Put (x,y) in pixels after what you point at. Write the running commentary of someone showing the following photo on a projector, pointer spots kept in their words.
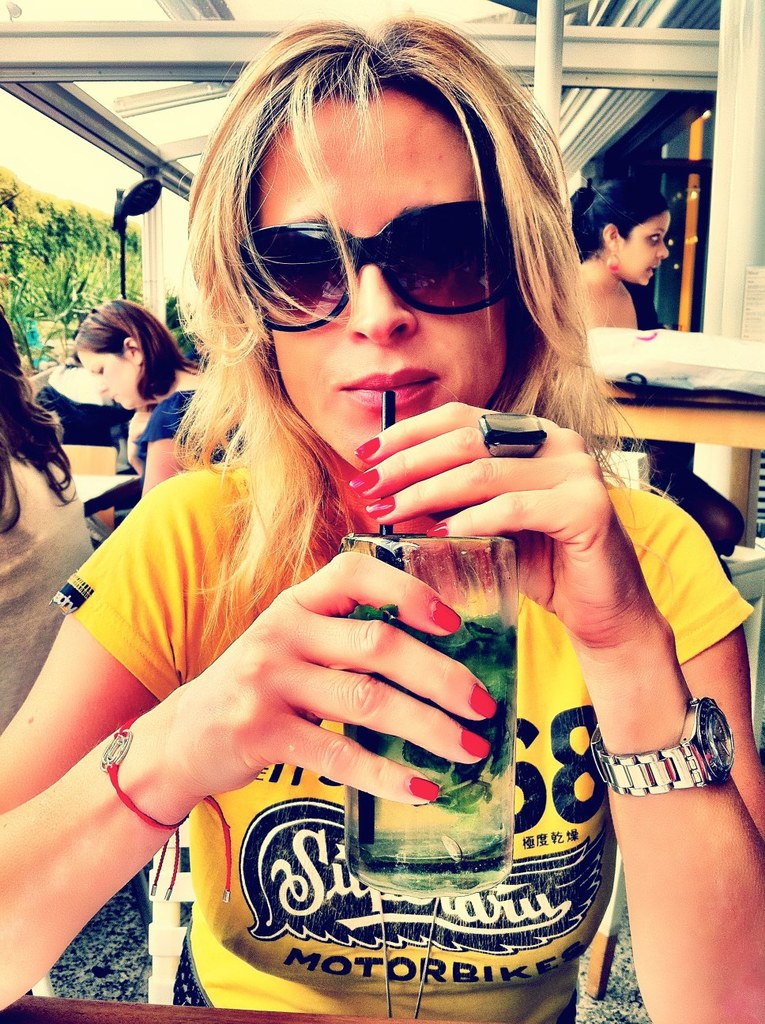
In the middle of the image (415,612) a woman (517,336) is sitting and holding a glass (434,546) and watching. Behind her few people (735,521) are sitting and there are some chairs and tables (763,442). Top of the image (603,10) there is roof (633,29). Top left side of the image (71,232) there are some trees (83,251).
